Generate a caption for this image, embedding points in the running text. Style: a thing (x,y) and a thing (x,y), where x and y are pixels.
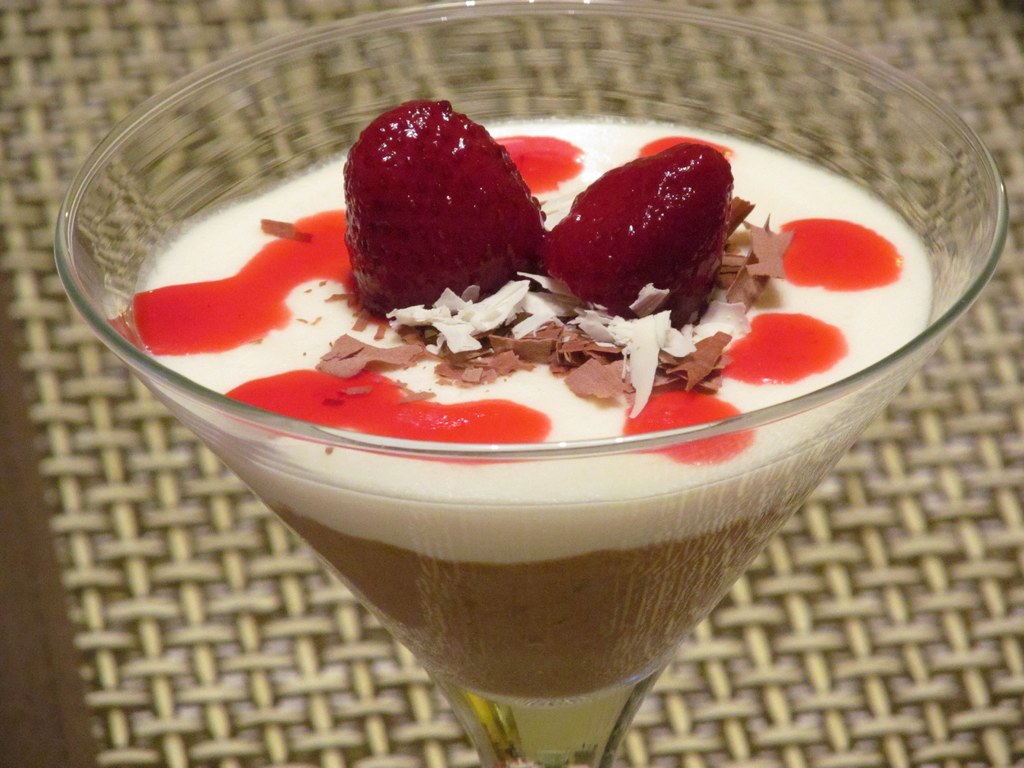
In this image we can see a glass (570,77) with food item (543,339). In the back (4,38) there is a table mat (187,639).
